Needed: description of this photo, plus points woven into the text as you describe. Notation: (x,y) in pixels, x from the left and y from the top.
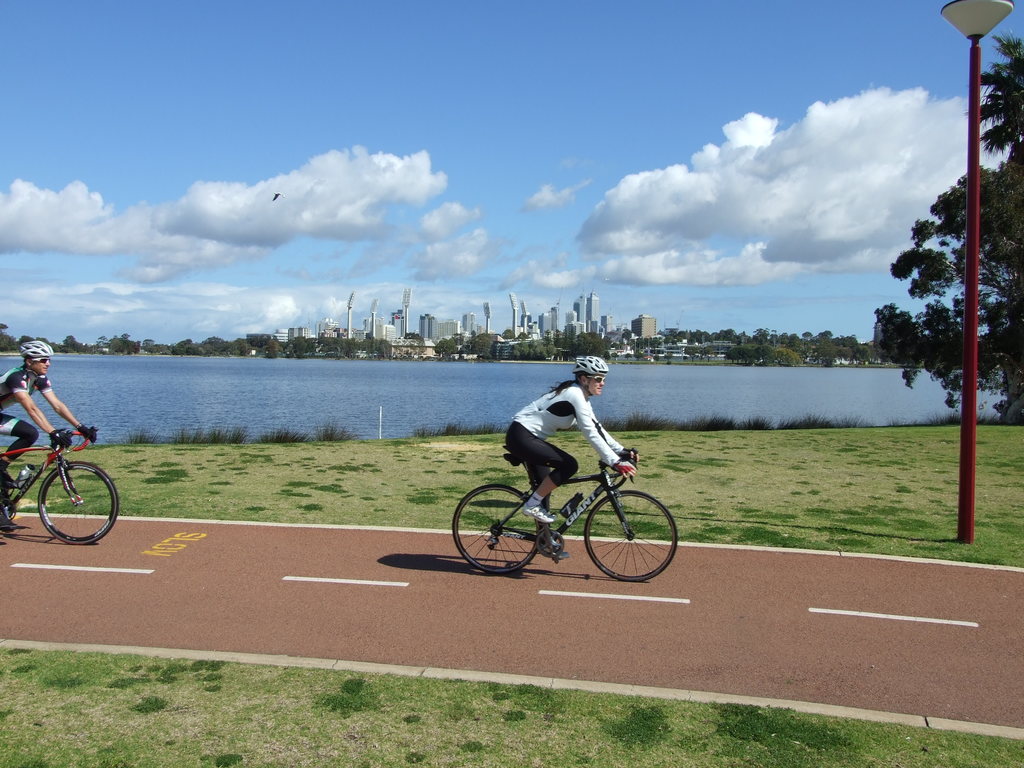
In this picture I can see two persons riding the bicycles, there is grass (845,470), a pole (966,396), a light (965,33), there is water (423,391), there are plants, trees (461,349), buildings (399,341), and in the background (566,230) there is sky (656,196).
